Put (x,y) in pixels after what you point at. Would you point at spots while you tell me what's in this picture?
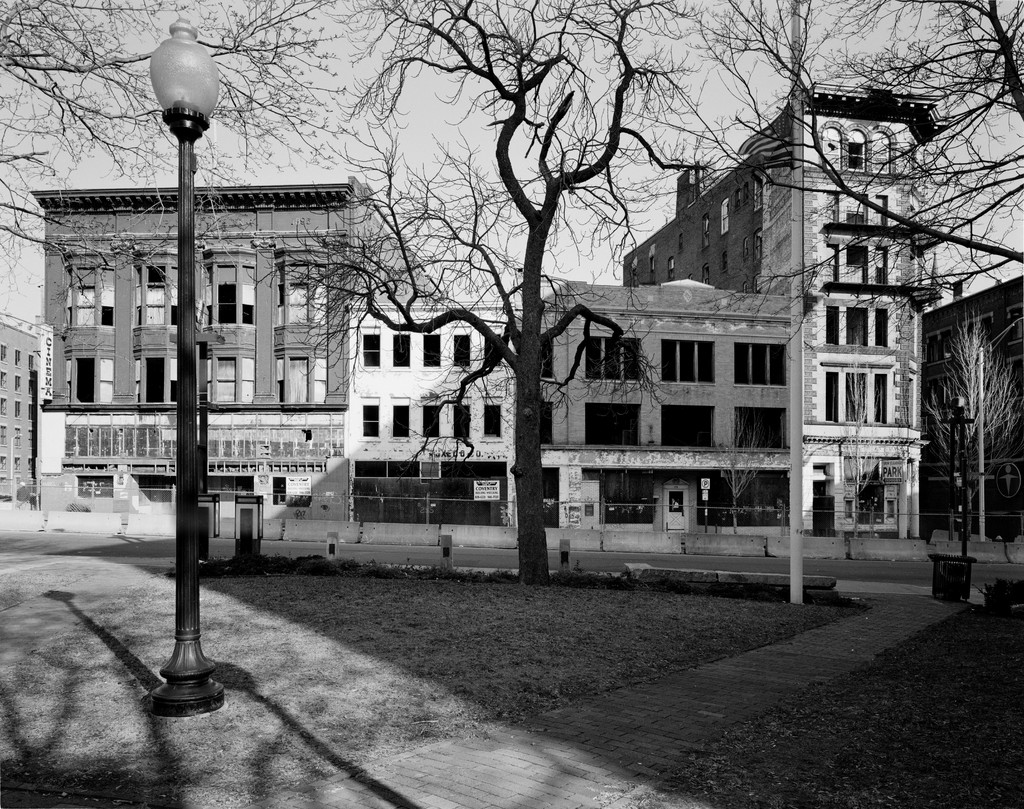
In this image I can see a light pole (193,198). Background (689,320) I can see dried trees (491,244), buildings (703,323) and sky (511,244), and the image is in black and white.
